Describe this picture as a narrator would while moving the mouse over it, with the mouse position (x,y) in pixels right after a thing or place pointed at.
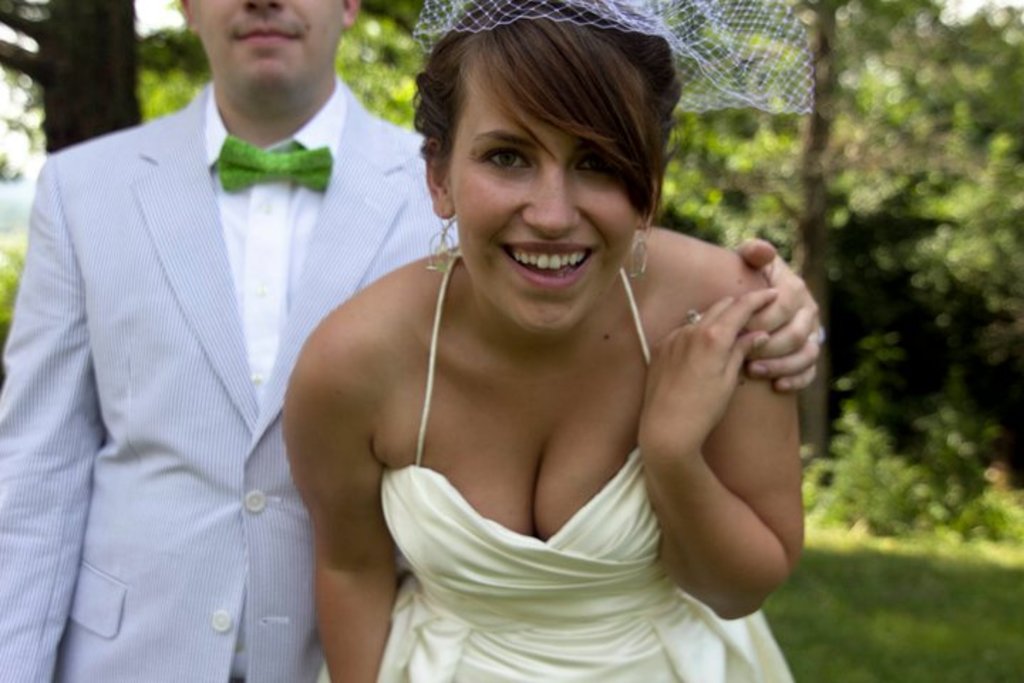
In this picture we can see a man (379,248) and a woman (609,305), she is smiling and she wore a white color dress (732,633), in the background (838,216) we can see few trees (933,253).
